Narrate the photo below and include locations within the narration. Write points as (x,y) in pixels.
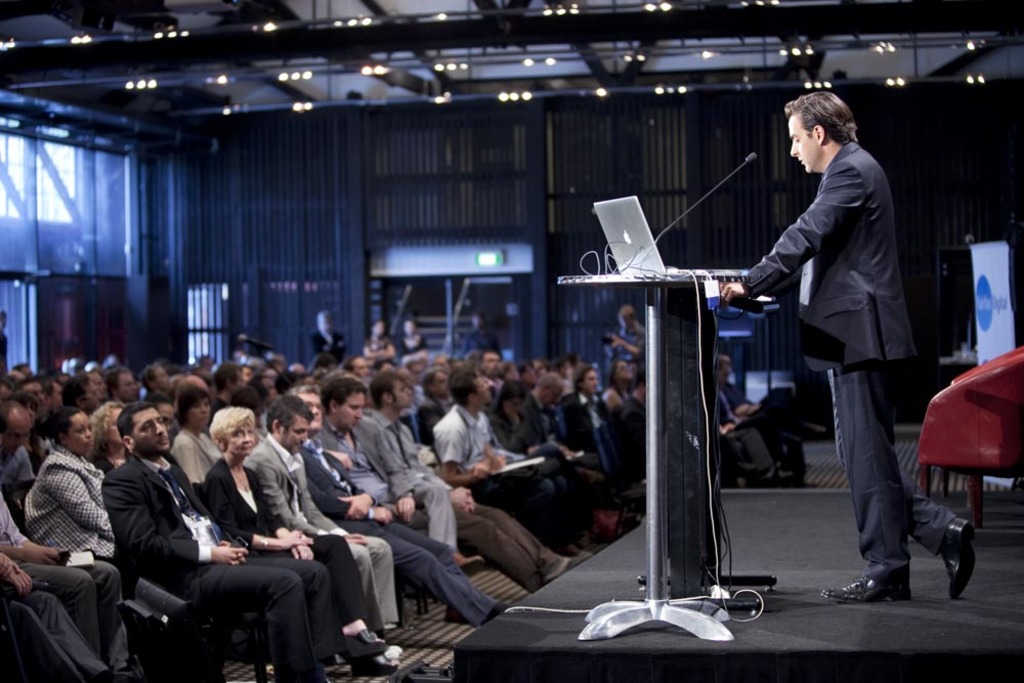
In this image on the left side (158,502) there are a group of people (496,442) who are sitting, and on the right side (853,233) there is one person (857,290) standing. In front of him there is a podium (697,408), on the podium (664,278) there is laptop (638,260) and mike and some wires (700,330) and in the background (465,185) there are some doors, wall (772,167). At the top (234,39) there is ceiling (517,60) and some lights (656,88), and on the right side (954,426) there is one chair (952,460). At the bottom (963,606) it looks like a stage (831,551).
